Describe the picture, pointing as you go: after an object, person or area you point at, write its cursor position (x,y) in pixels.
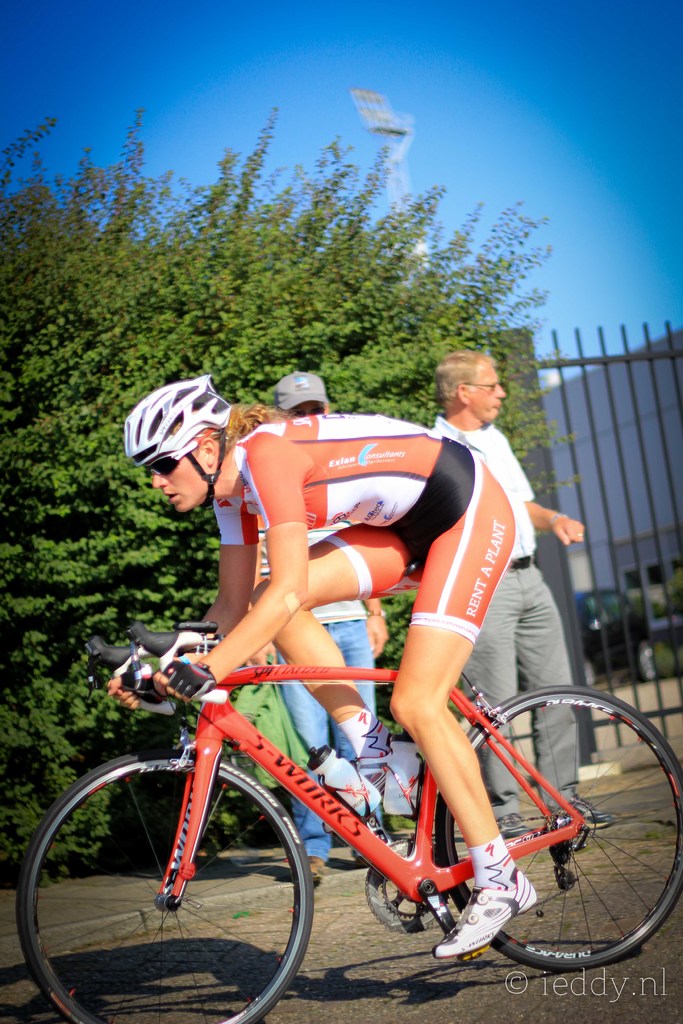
This image consists of a woman (296,638) riding bicycle (230,707). She is wearing an orange dress (386,497) and a white helmet (209,473). At the bottom (374,1009), we can see a road (537,999). In the background (125,379), there is a tree (10,473). And we can see two men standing on the road (527,1011). On the right (673,362), we can see a gate (655,385). At the top (499,90), there is sky (450,90).
